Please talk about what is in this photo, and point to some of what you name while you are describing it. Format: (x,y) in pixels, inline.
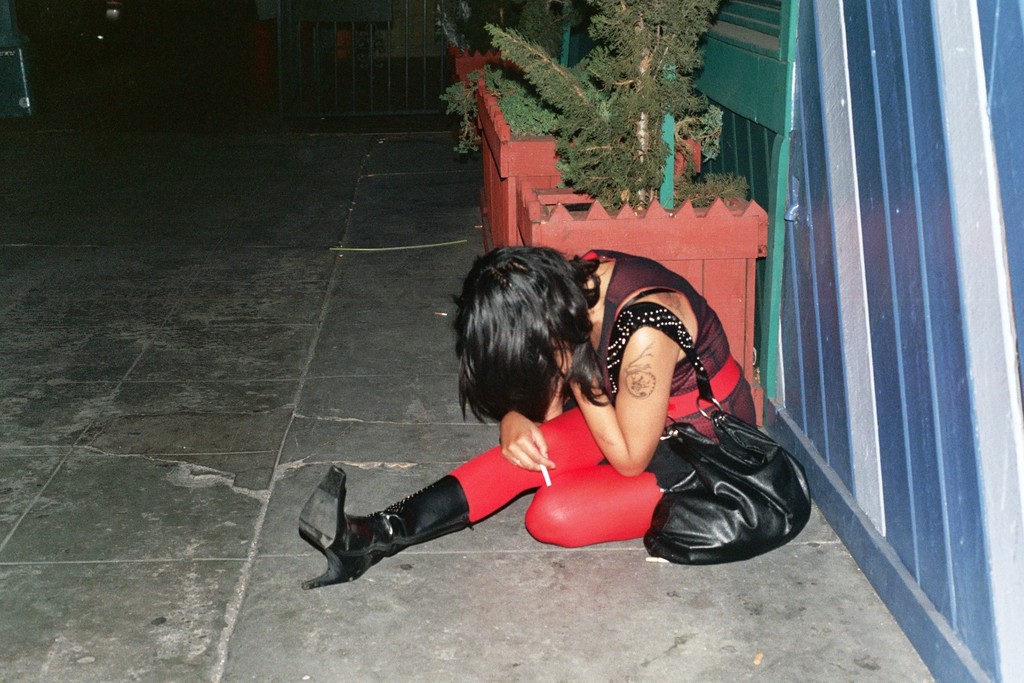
In this picture, we can see a lady (415,507) on the ground (655,600) with some objects (612,359) like bag (783,533) and smoke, we can see the ground (311,374), and some objects (538,204) on it like plants (530,42) in a pot (531,178), we can see the wall (770,161), gate (436,111), and we can see the dark background (51,83).
